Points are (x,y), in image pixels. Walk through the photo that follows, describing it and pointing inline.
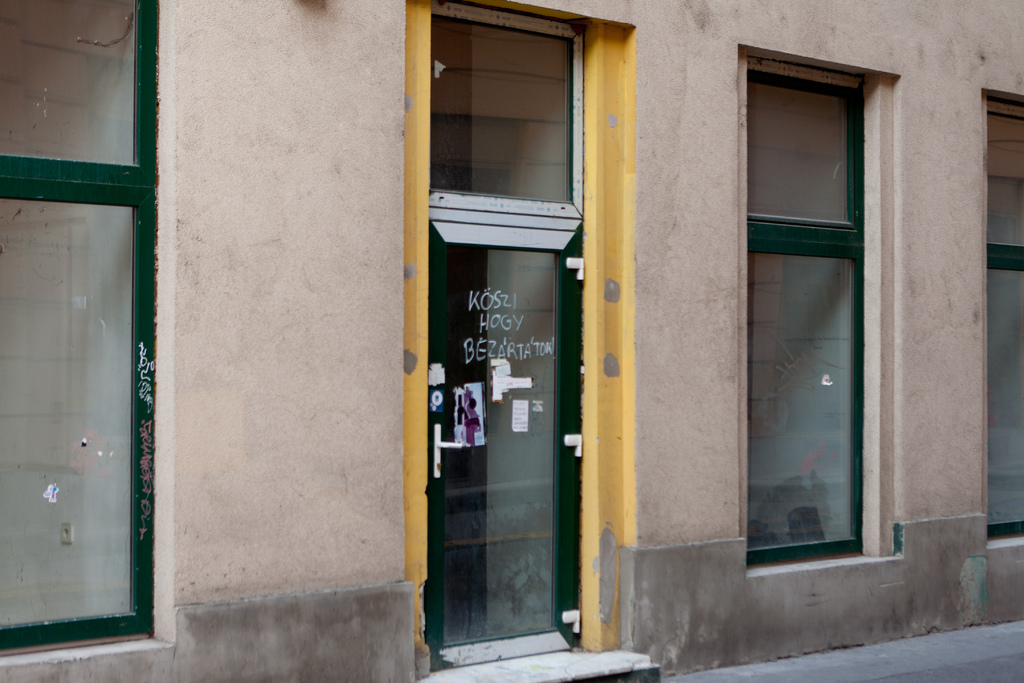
In this picture we can see a building (333,132), we can see glasses (33,56) in the front (476,455), there are papers (464,422) pasted on this glass (476,455), we can also see some text (489,319) on this glass (481,332).
